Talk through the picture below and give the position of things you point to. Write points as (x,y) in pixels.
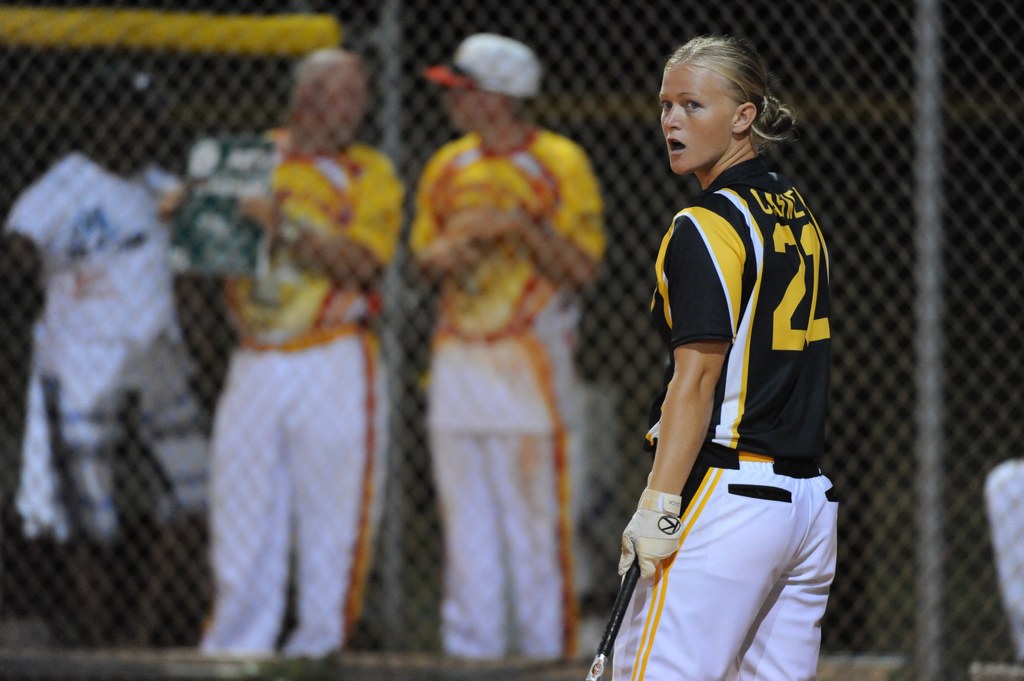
In this picture I can see a woman (668,86) standing and holding an object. I can see fence (876,553), and in the background (522,370) there are three persons (505,360) standing.
